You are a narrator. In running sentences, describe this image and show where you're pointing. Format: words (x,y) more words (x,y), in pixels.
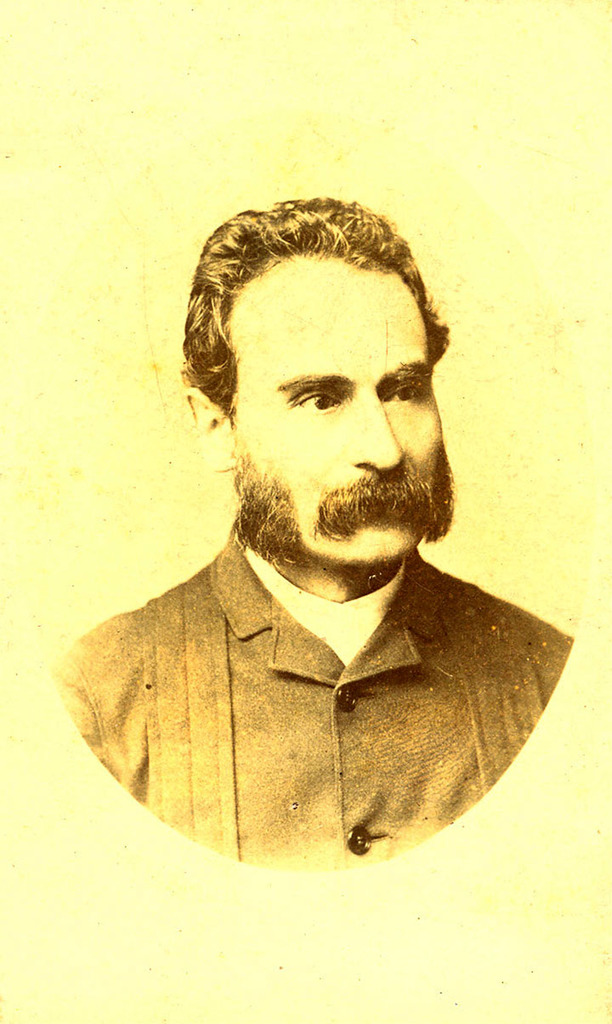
In this image we can see a man (272,796) in the black attire (449,726).
